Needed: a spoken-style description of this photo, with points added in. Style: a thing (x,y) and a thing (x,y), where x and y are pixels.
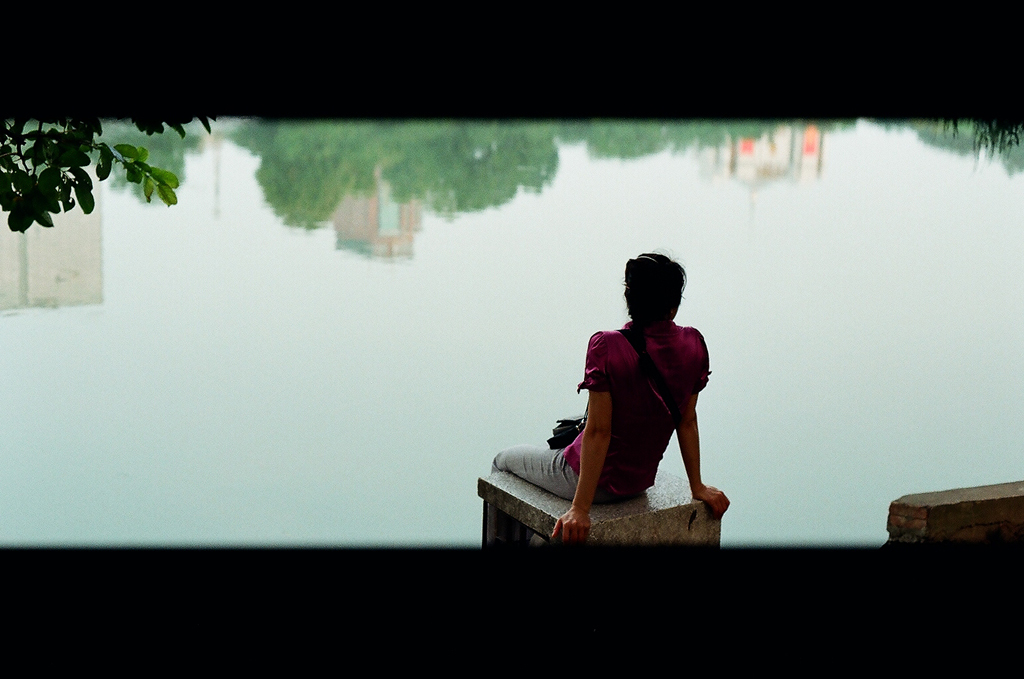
In the image we can see a person (617,396) sitting and wearing clothes (618,470). Here we can see water (293,242) and leaves (85,198). On the water (368,246) we can see the reflection (429,275) of the sky (407,378), trees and buildings (361,213).
